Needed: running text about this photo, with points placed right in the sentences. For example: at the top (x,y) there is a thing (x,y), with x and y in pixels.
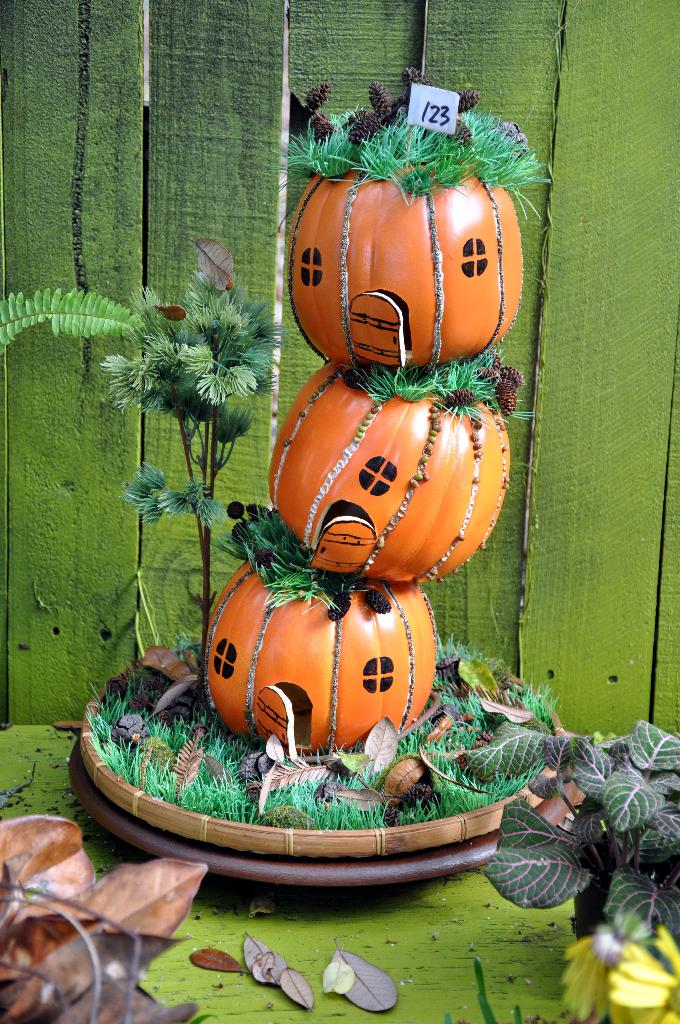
In this image in the center (340,554) there are three pumpkins (350,633) in a plate (417,824), and also there are some plants (174,391) and grass (430,178). On the right side (630,892) and left side (5,962) there are some plants (630,901) and dry leaves (274,970), in the background (156,193) there are wooden boards (222,203).
